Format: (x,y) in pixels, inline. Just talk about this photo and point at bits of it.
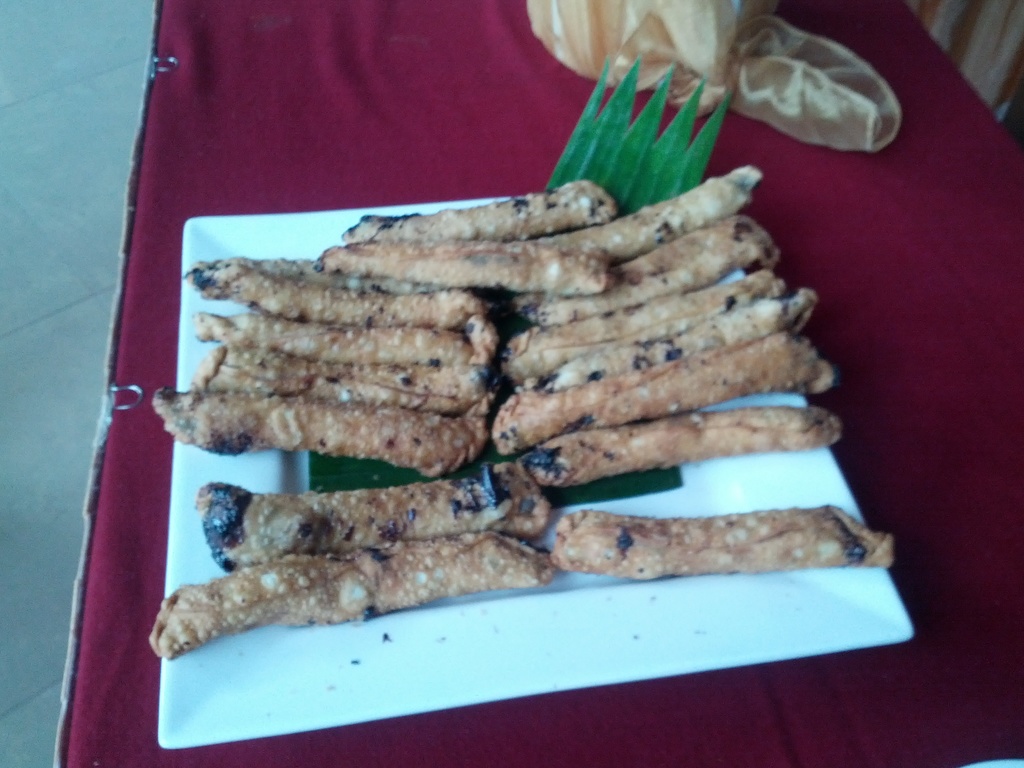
In this image I can see food (532,383) in the plate (560,582). The background (291,119) is red in color.
